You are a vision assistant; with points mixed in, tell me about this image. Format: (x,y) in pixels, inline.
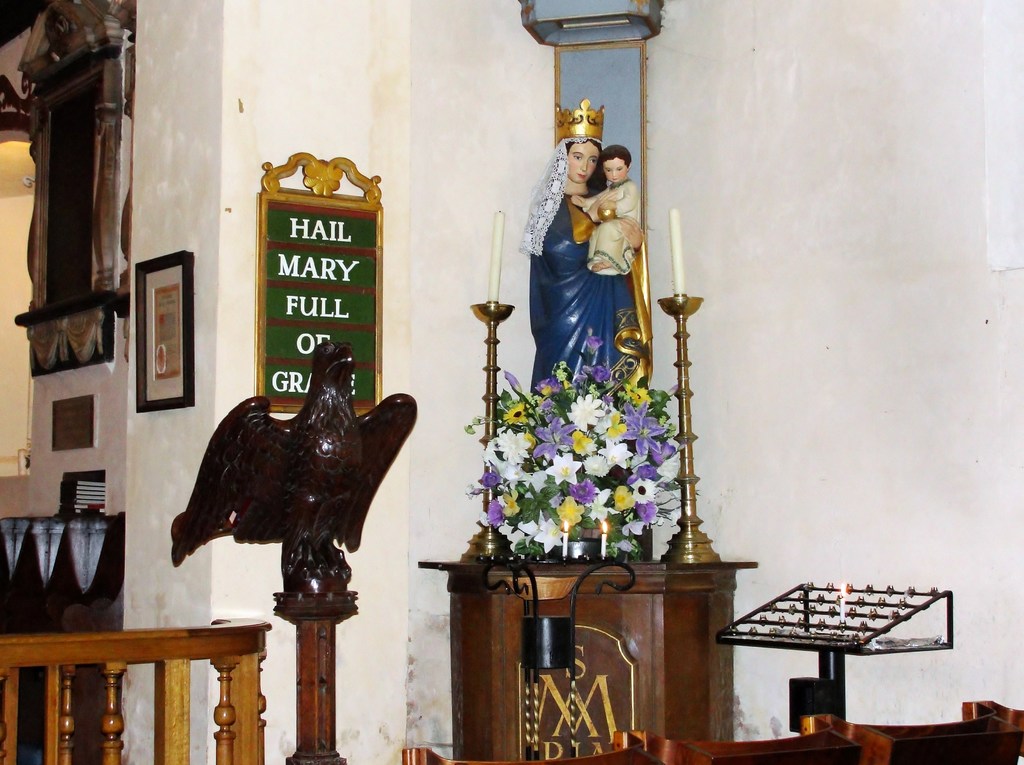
In the middle (533,255) it is a statue (561,239) of a woman (573,252) holding the person (596,233), there are candles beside of it. At the bottom (597,510) there are flowers (584,476). On the left side (279,514) there is a statue (326,510) of an eagle (320,514).
